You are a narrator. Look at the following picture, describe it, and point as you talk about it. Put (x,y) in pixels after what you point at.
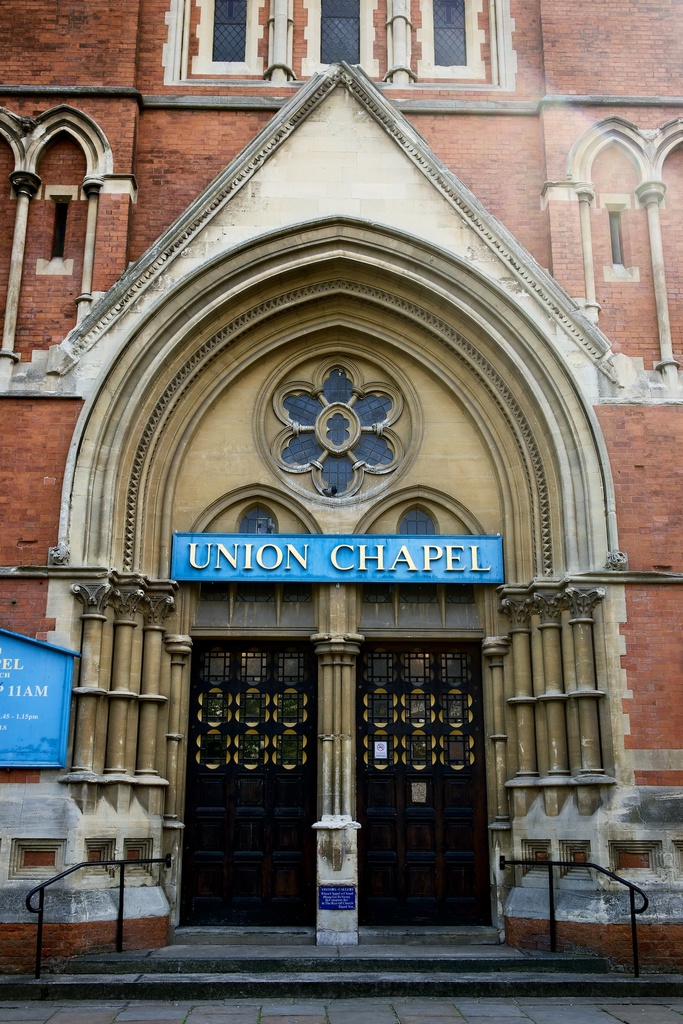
It is a famous church (320,551) in London and there are many windows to the wall (66,244) and in the entrance (340,716) there are two doors (386,766).
